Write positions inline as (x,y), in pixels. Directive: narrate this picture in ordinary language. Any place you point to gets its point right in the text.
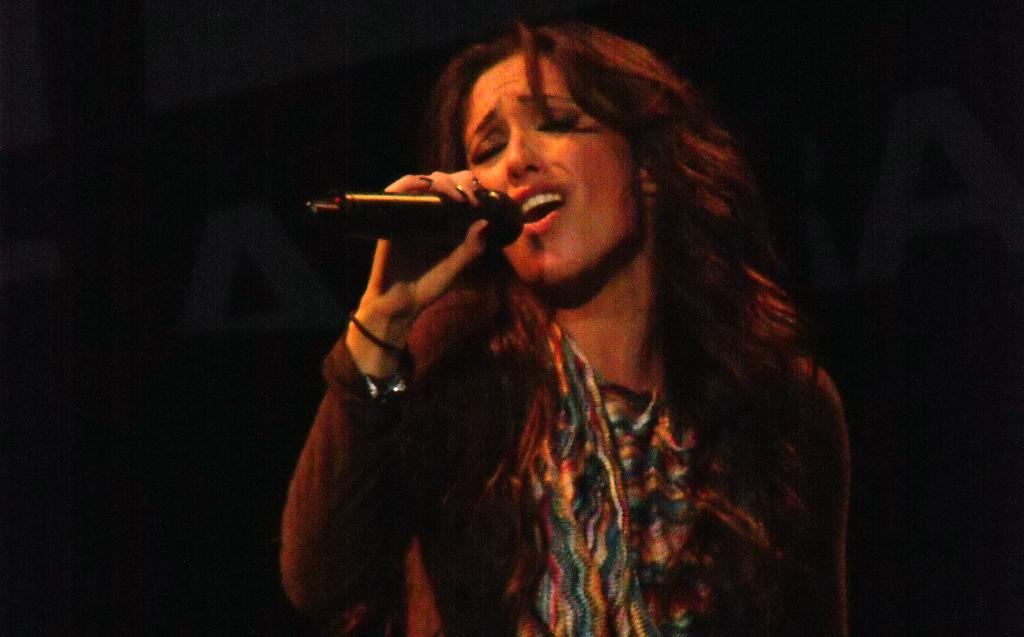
In this image, In the middle (670,225) there is a woman (831,524) she is standing and she is holding a microphone (403,205) which is in black color she is singing in the microphone (398,220).
